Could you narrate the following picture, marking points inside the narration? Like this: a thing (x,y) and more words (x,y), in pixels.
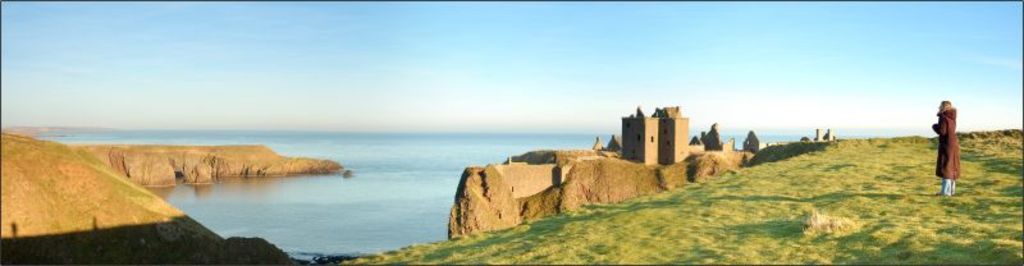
In this picture we can see a woman (953,161) is standing on the grass (935,211), in front of her we can see few buildings (669,153) and water (417,211).
